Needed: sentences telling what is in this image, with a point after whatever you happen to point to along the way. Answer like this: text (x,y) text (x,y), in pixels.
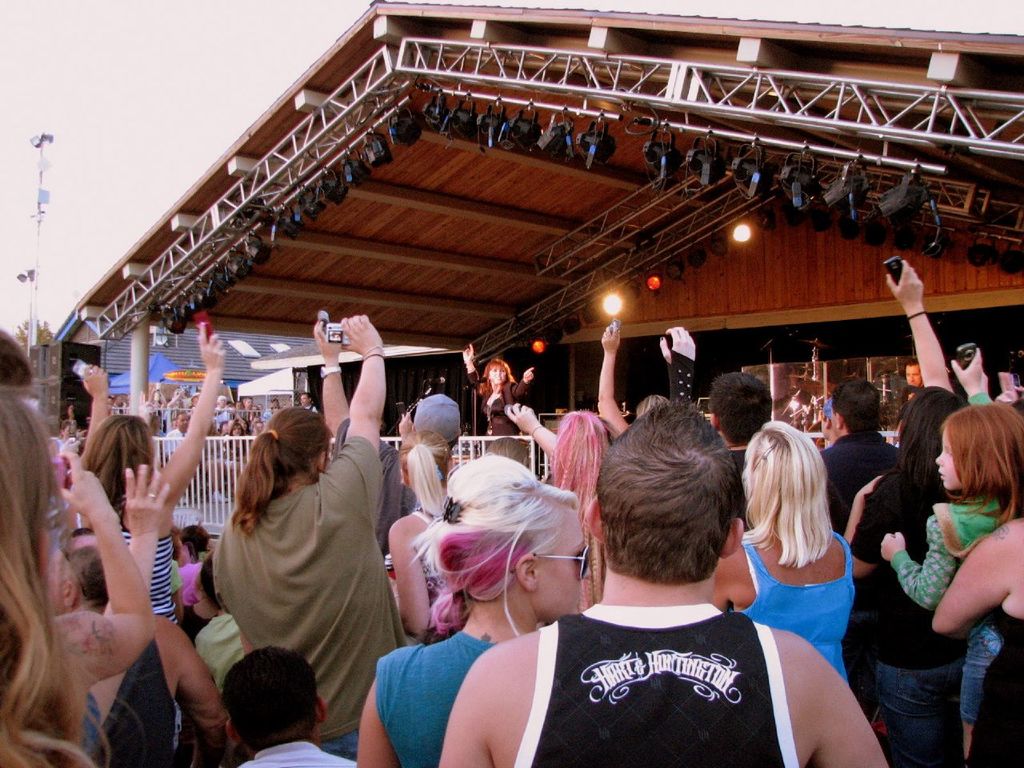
In this image I can see the group of people (501,684) with different color dresses (574,635). I can see few people (423,425) are holding the cameras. In the background (596,329) I can see the railing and the sheds (489,320). I can see few lights (617,308) at the top (881,220). I can see the tree (23,337), pole (33,327) and the sky (74,138) in the back (99,118).
